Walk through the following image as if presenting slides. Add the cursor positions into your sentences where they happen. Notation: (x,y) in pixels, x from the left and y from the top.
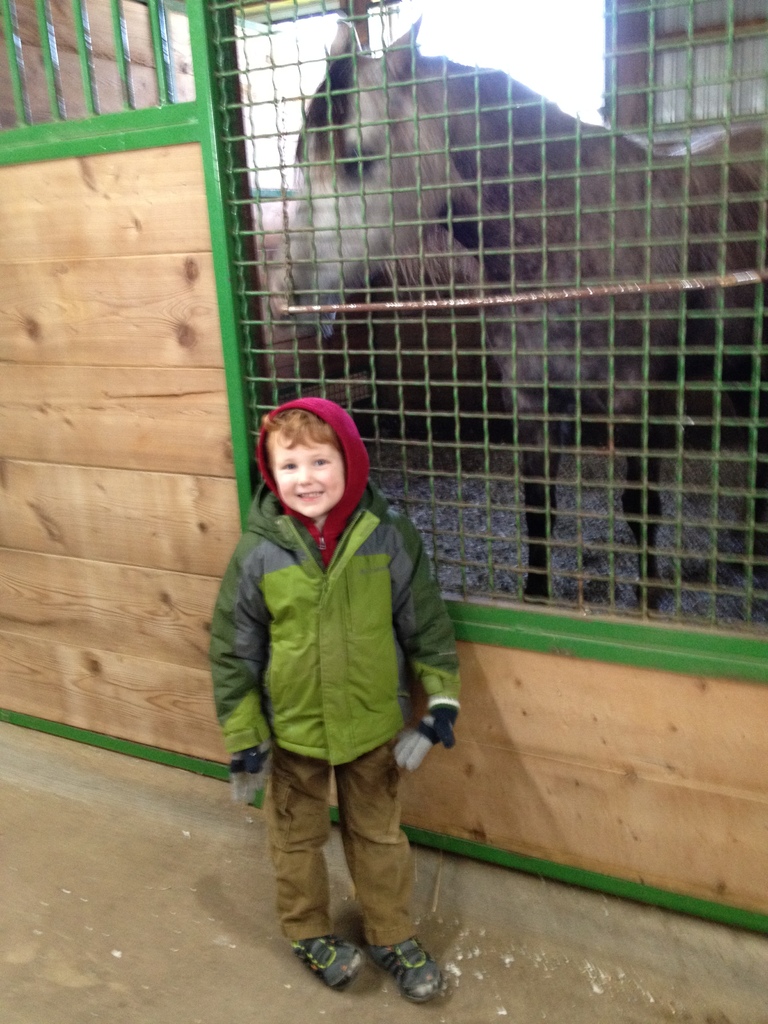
A boy (311,697) is standing wearing a coat (241,718), gloves (241,757), trouser (381,816) and shoes (402,978). Behind him there is a fencing (454,294) behind which a horse (404,174) is standing.
